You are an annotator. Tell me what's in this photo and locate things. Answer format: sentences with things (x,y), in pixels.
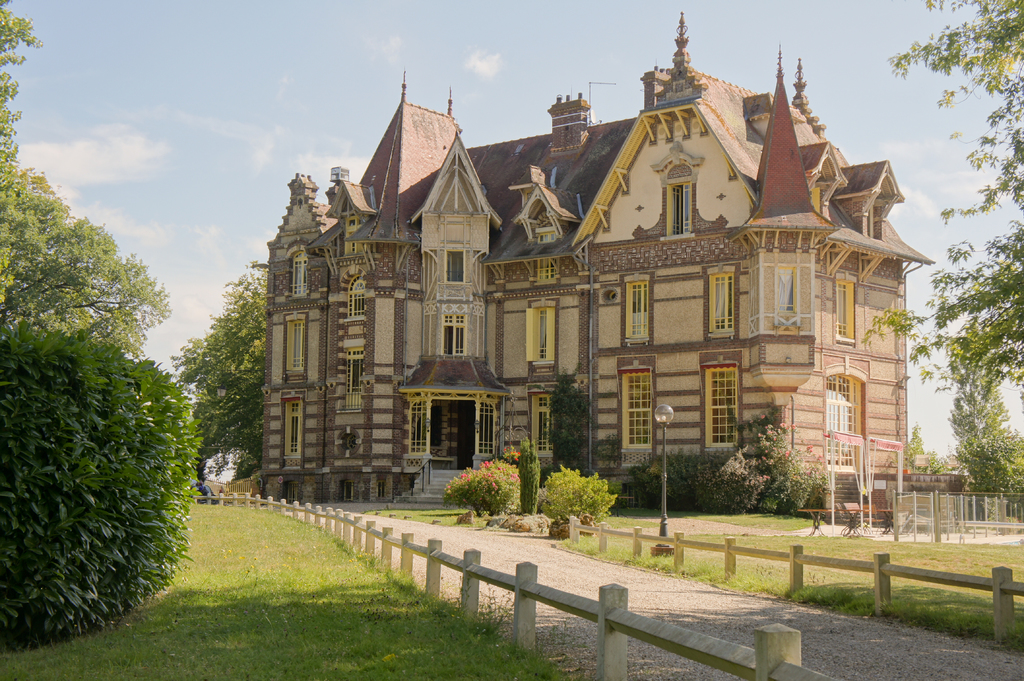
At the bottom of the picture (240,611), we see the grass (305,606) and the pavement (692,586). On either side of the pavement (582,567), we see the railing (638,552). On the left side (252,579), we see the grass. On the right side (984,161), we see the trees (986,292) and the fence (1009,505). In the middle of the picture (675,344), we see a building (682,285) which looks like a palace (545,351). Beside that, we see the trees (566,458), shrubs (543,487) and plants (554,473). Beside that, we see a light pole (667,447). There are trees (232,430) in the background (959,459). At the top (442,34), we see the sky (460,74).
